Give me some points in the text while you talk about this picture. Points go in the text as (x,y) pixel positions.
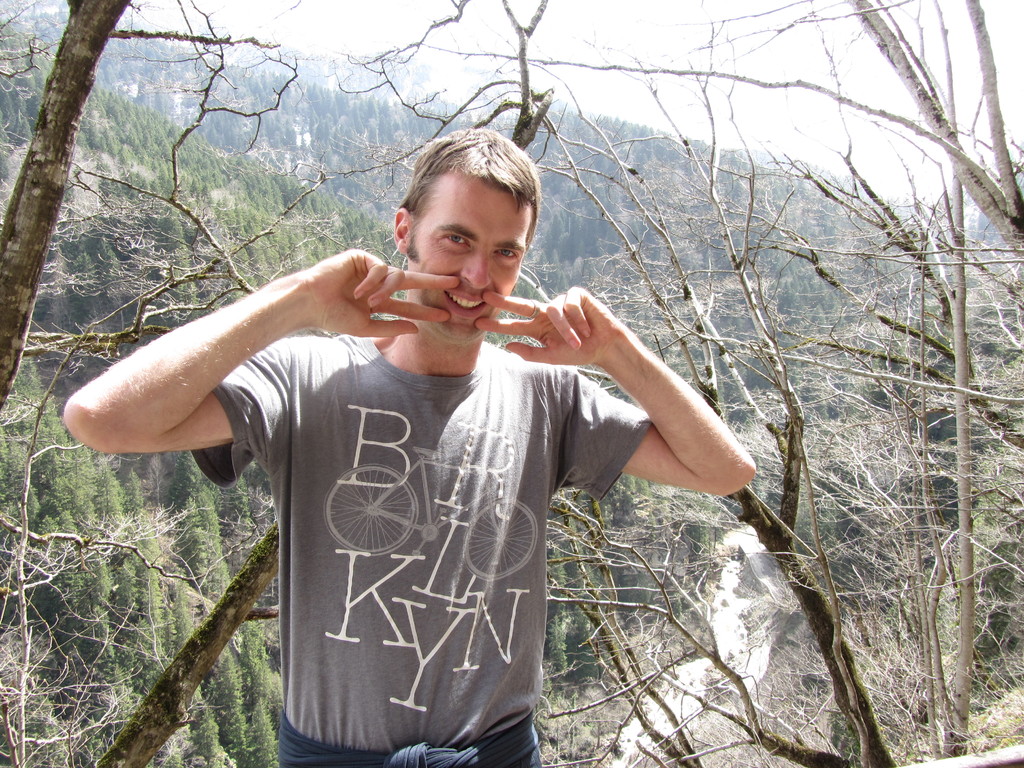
In this image we can see a man (565,456) standing. On the backside (571,507) we can see a group of trees (865,398), some branches (807,484) of the trees (847,448) and the sky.
